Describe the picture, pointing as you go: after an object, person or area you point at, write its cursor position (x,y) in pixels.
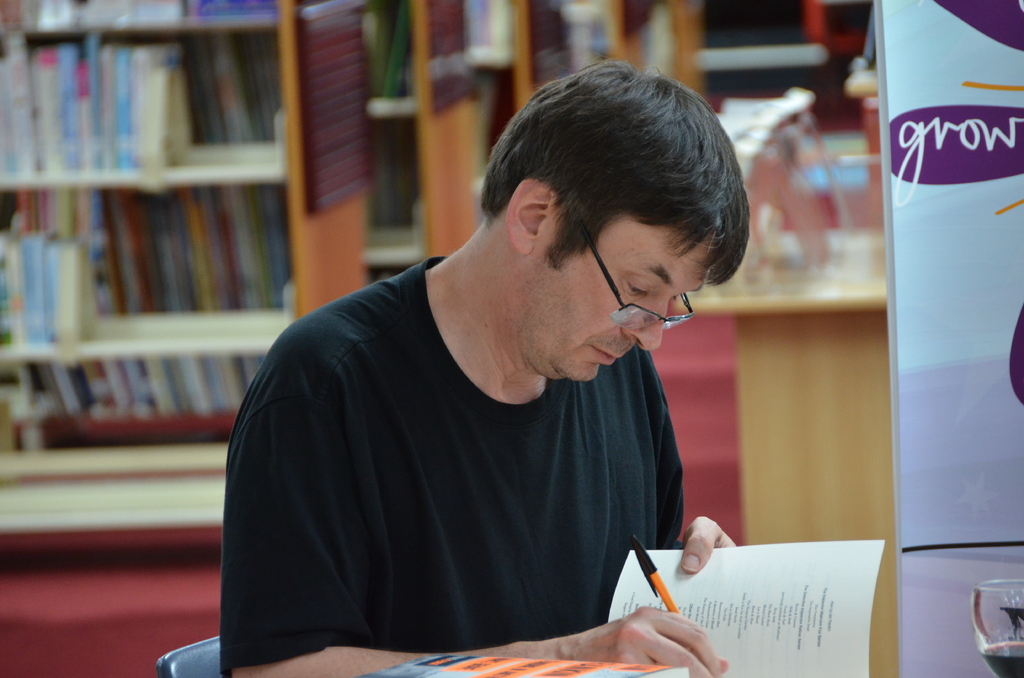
In this image I can see a person (357,422) sitting on the chair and holding the pen (671,597) and book (768,599). Back I can see few book racks (103,165), banners (963,255) and background (955,558) is blurred.
